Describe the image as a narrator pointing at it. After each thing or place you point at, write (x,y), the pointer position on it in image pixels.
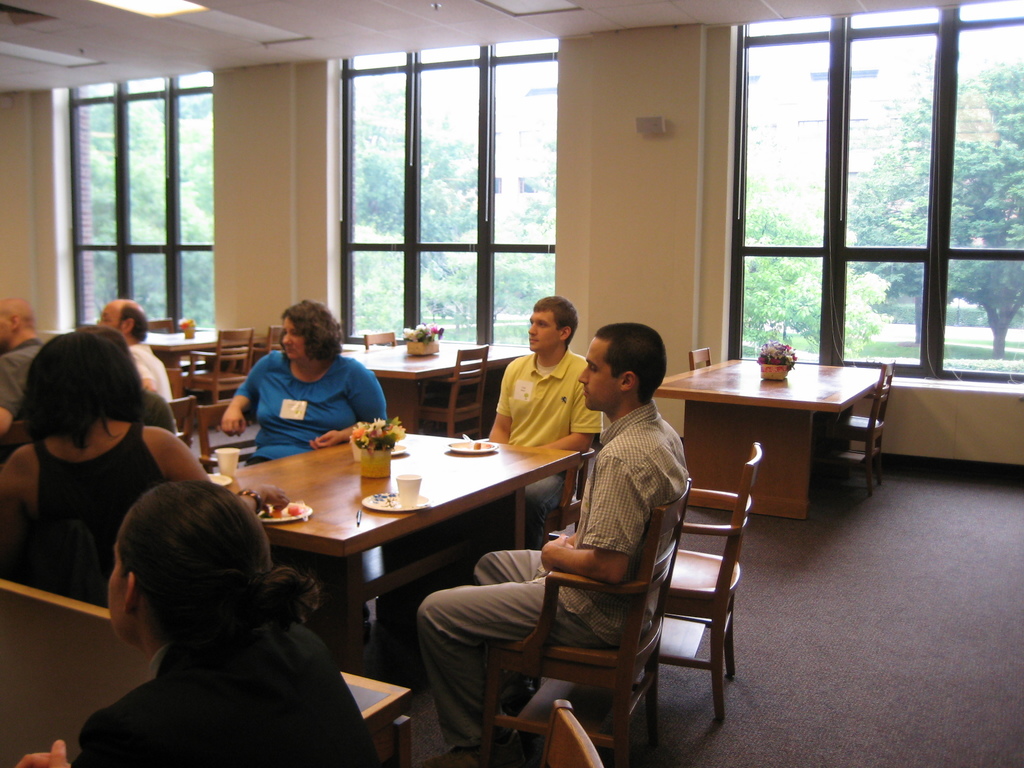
there is a big room (509,321) the room (226,258) has three windows (196,253) table (716,408) and chair (457,409) and some people (122,485) are sitting on the chair (207,449) and the table (342,536) has cup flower vase (379,456) and plates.
